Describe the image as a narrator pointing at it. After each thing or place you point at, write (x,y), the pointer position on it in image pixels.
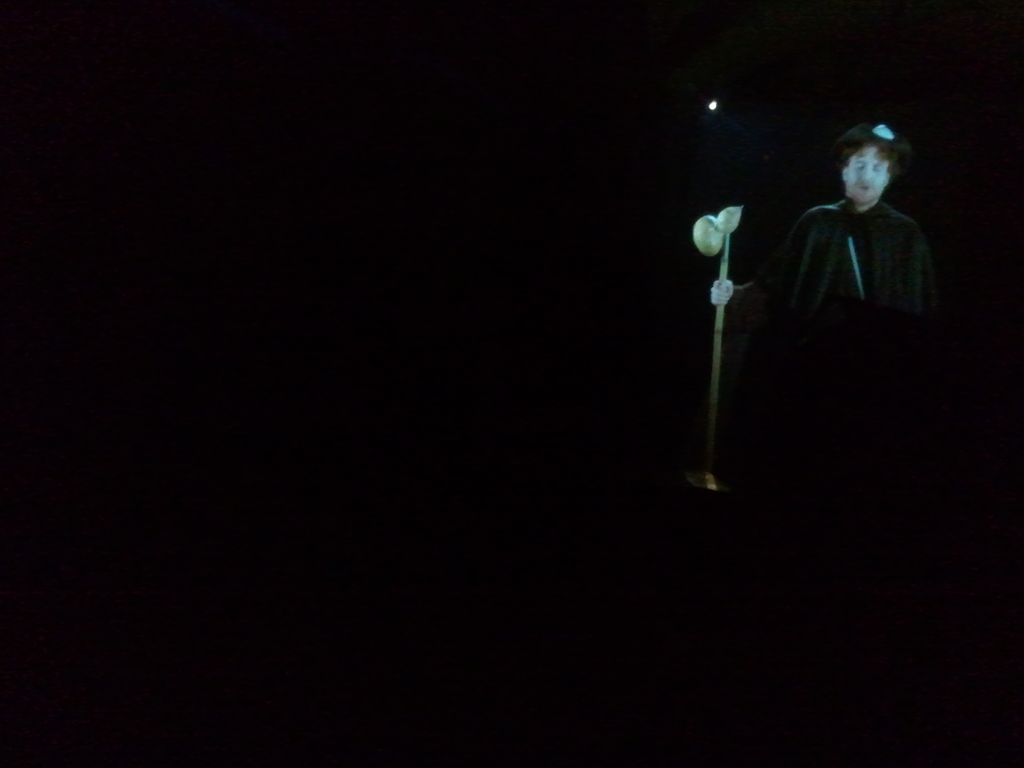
It looks like an edited image. I can see a person (720,285) holding a stick (711,431). There is a dark background (160,378).
